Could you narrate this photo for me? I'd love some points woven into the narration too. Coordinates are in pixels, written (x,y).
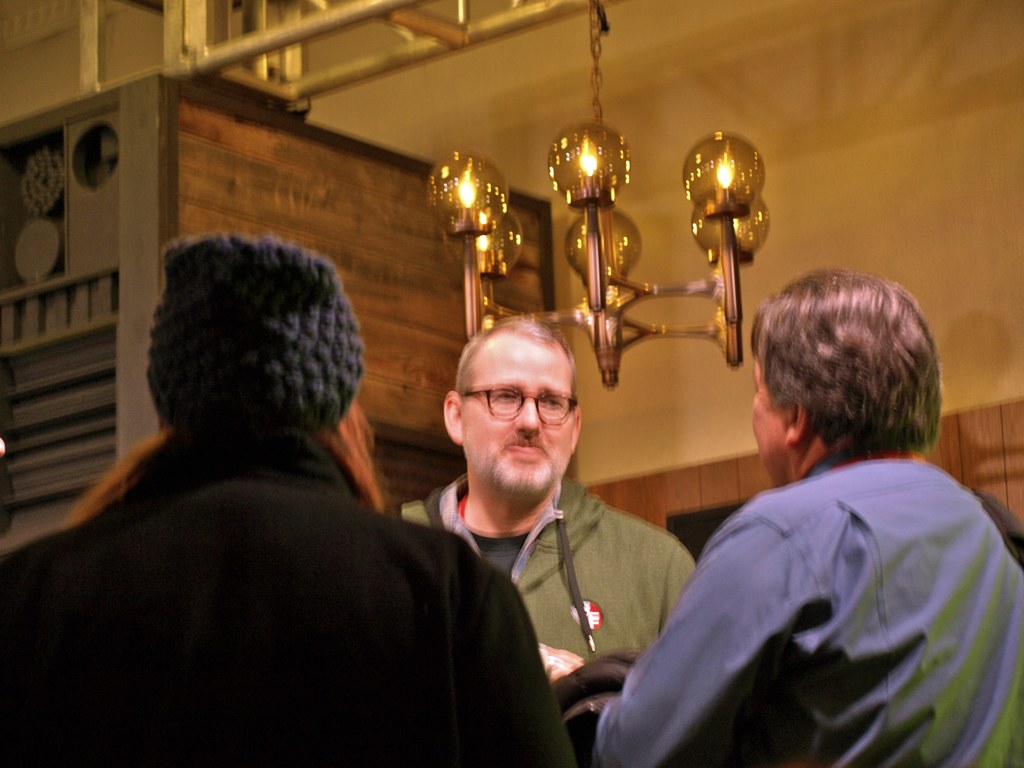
In this image we can see few persons (464,613) are standing and there is a cap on a person's head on the left side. In the background (36,460) we can see an object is hanging in the air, wall (564,225), rods (302,35) and a wooden object (331,206).
